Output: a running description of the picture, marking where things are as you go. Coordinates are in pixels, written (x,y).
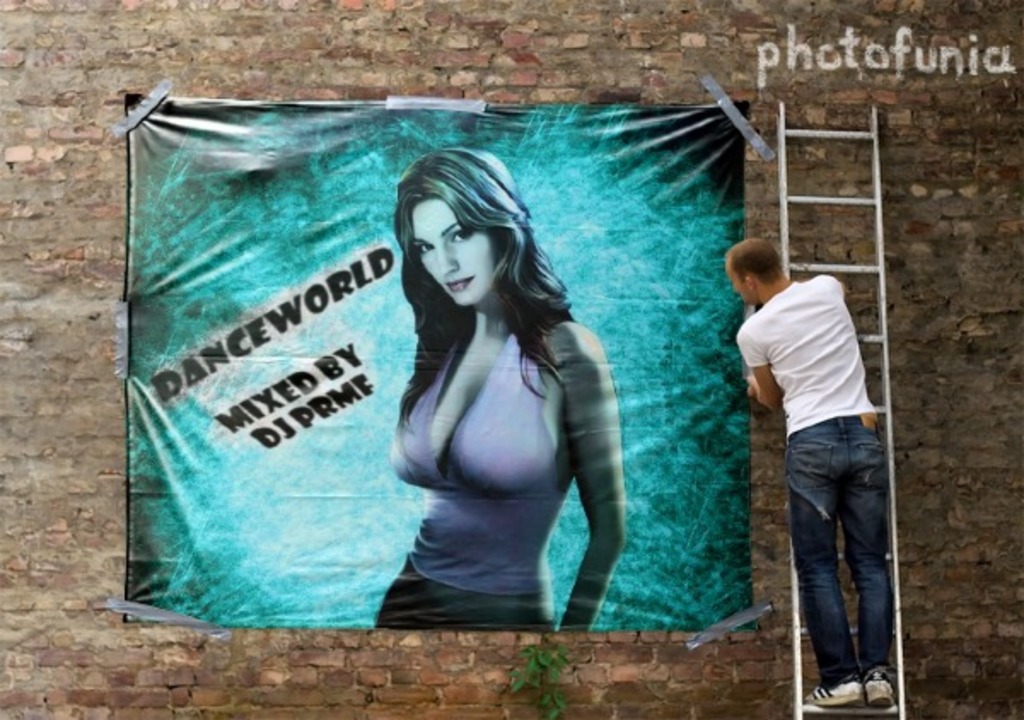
There is a man (807,556) standing on ladder (902,675) and we can see banner (511,314) on wall (719,700), in this banner (517,360) we can see woman picture (459,409).
